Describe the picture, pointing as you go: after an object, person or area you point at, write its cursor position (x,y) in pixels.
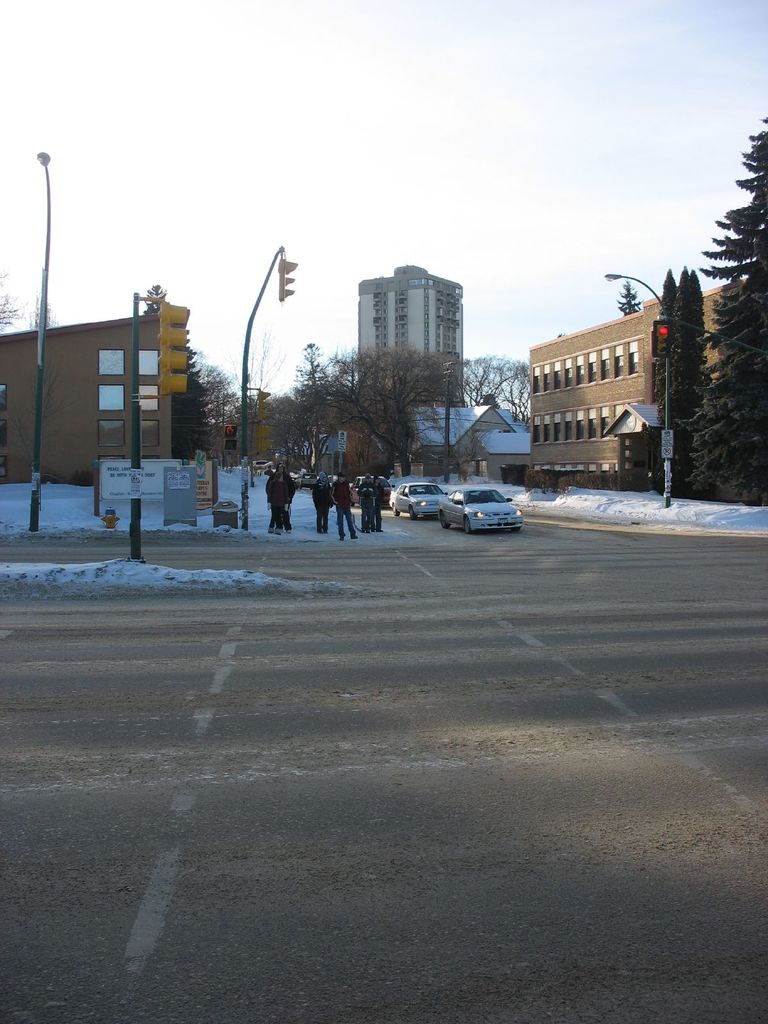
In the foreground of this image (471,798), there is the road (579,767). In the background (591,403), there are trees (487,369), buildings (591,391), poles (137,381), vehicles (427,500) moving on the road (529,510), people (278,502) standing on the side path (300,494) and few boards (150,486). At the top (340,88), there is the sky (360,81).
